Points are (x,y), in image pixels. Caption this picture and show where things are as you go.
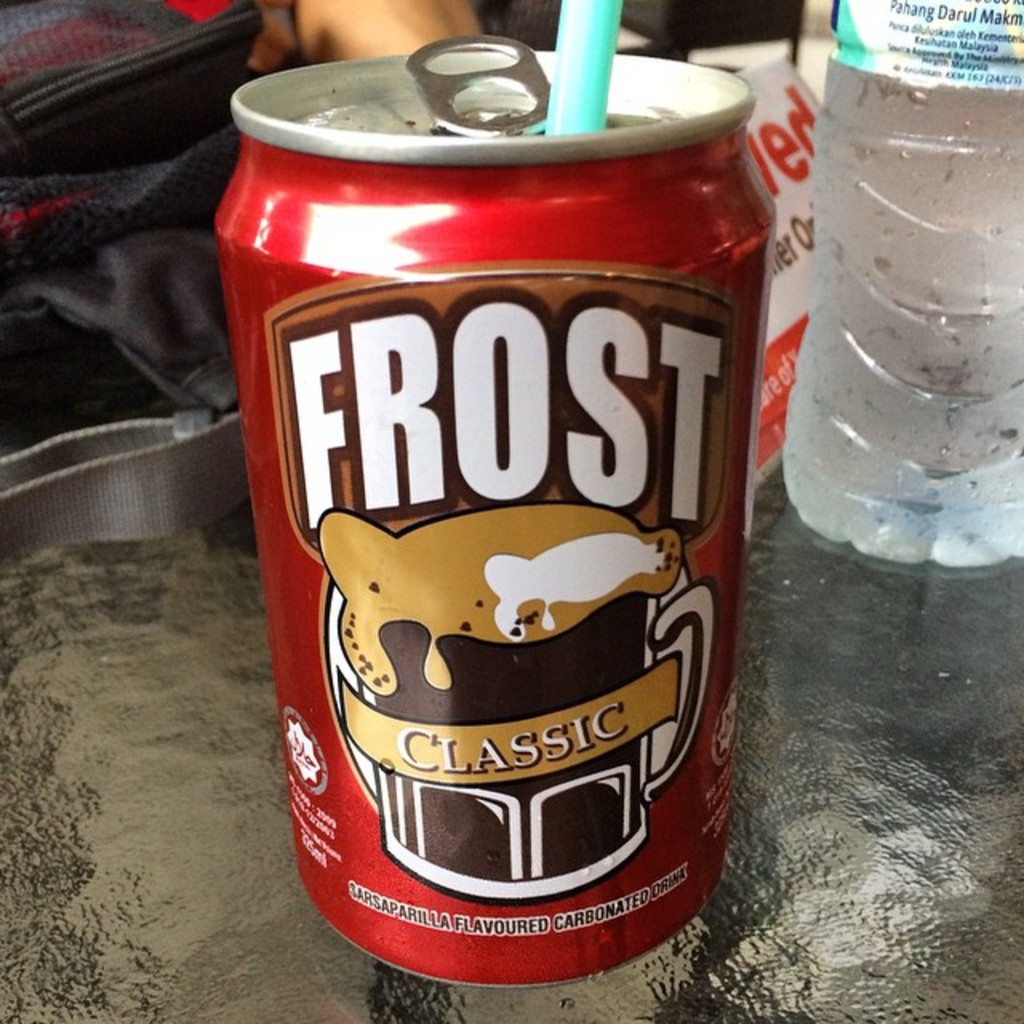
This image is taken indoors. At the bottom of the image (161,806) there is a table (870,810) with a water bottle (918,336), a bag (218,353), a soda tin (447,393) with straw (563,49) and a board (776,195) with a text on it. At the top of the image (346,4) there is a person (376,8).
